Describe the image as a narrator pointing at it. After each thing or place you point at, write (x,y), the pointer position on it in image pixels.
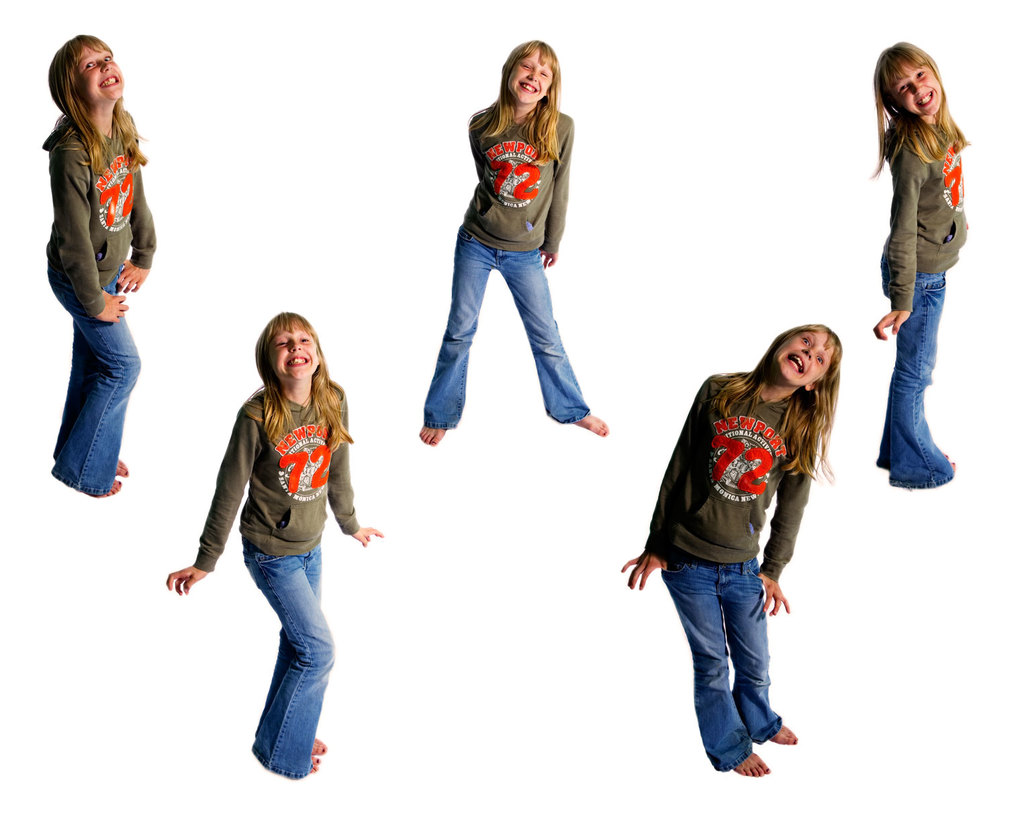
In this image there are replication of a girl (908,296) in different positions.
